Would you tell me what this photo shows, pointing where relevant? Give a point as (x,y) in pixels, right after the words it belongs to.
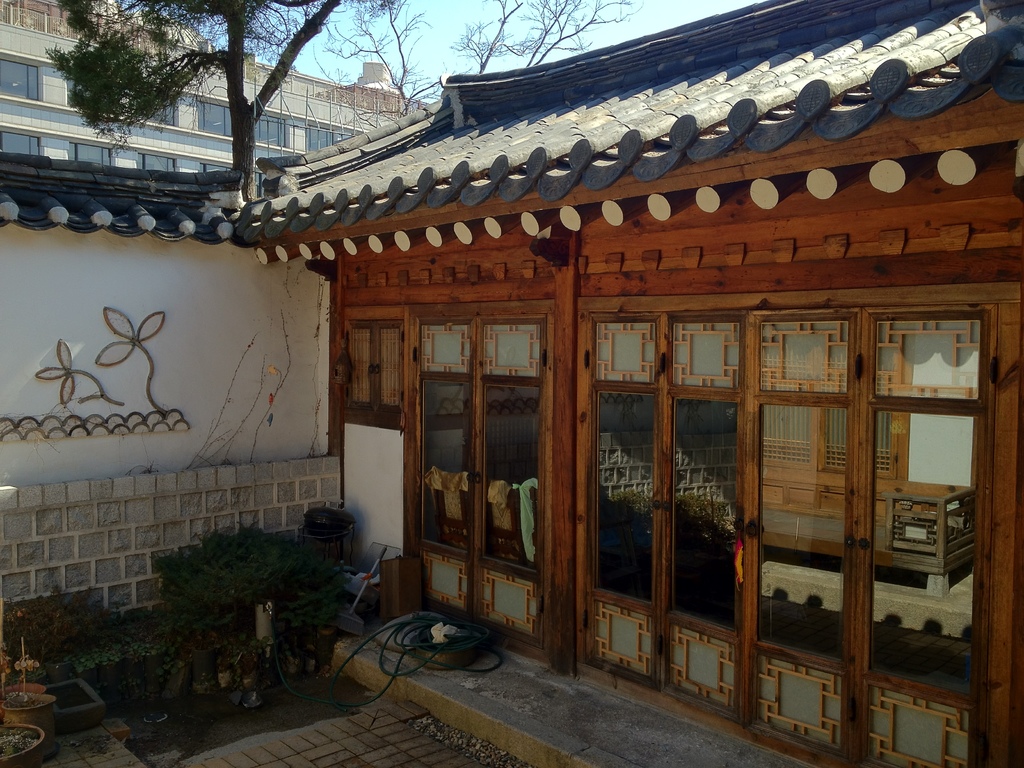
In the picture we can see a wooden house (923,614) with glasses (945,635) of it and near it, we can see some plants (277,558) and a wall (129,389) and behind it, we can see a tree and behind it, we can see a part of the building (98,140) with glass windows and behind it we can see a part of the sky (440,51).
